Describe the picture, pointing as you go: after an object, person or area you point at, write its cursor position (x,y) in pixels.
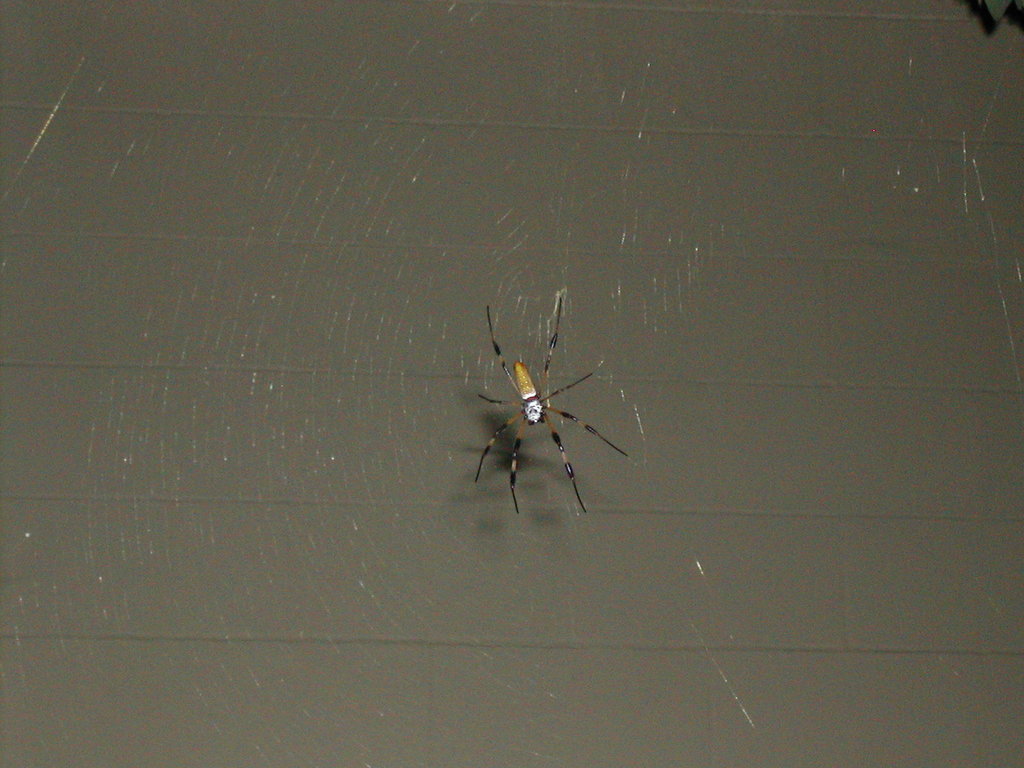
In this picture I can see a spider (543,402) in the spider web (699,220) and looks like a wall (573,700) in the background (614,18).
